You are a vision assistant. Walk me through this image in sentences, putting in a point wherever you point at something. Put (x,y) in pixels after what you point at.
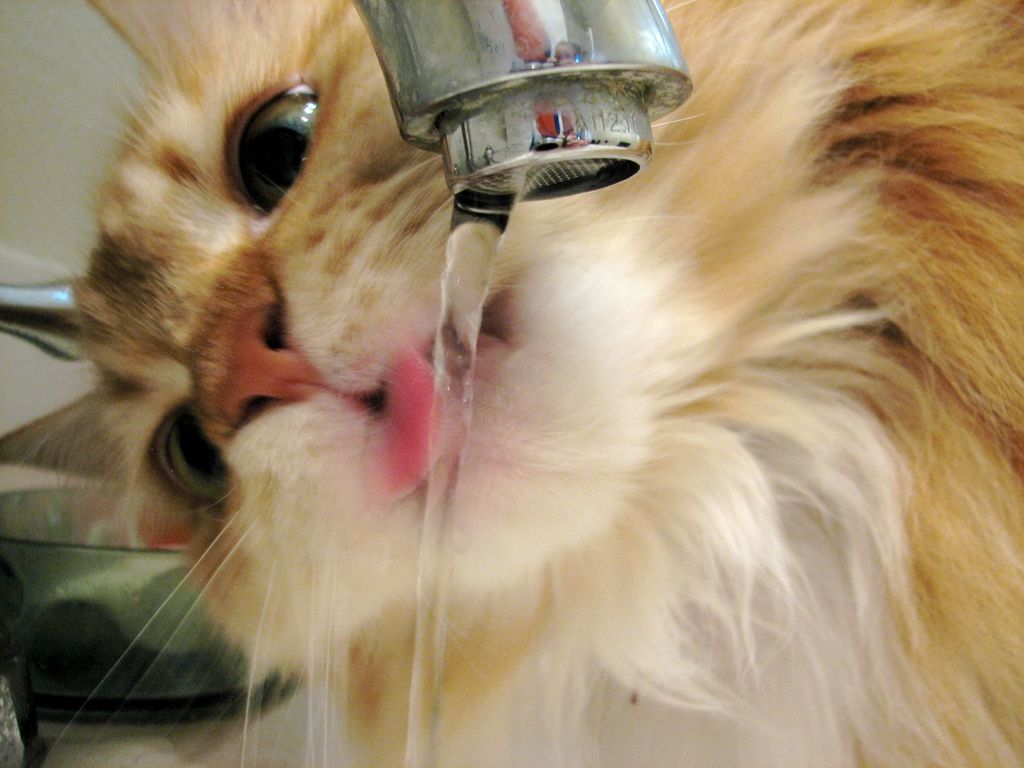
In this image we can see a cat (366,385) which is of brown color drinking water (441,360) which is coming from tap (506,156).
